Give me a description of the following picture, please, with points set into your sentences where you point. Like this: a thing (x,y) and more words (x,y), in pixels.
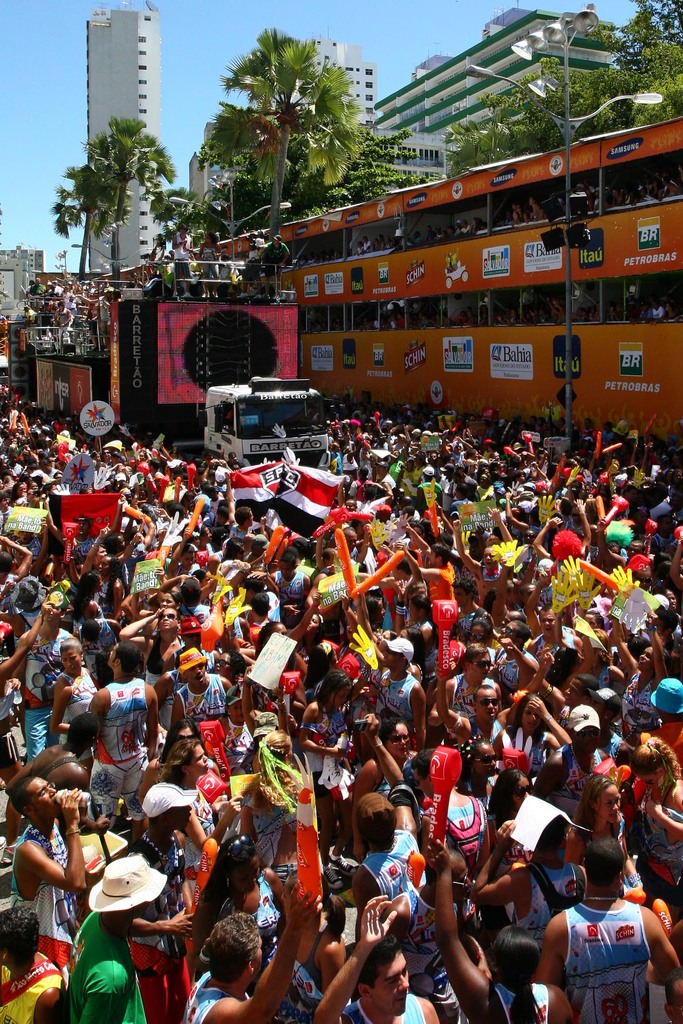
In this image we can see some buildings (577,61), some vehicles (204,340) on the road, some trees (679,39), one banner (671,223) with text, some flags (301,470), some boards (66,380) with text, some lights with poles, some people (417,232) in the vehicles (12,328), some people (256,253) on the vehicle (41,320), some people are wearing hats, some people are walking, some people (257,649) are standing, some people (482,464) holding objects (624,577), some people (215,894) wearing caps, one man (71,894) on the left side of the image (49,952) holding a water bottle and drinking. At the top (402,55) there is the sky (481,18).
